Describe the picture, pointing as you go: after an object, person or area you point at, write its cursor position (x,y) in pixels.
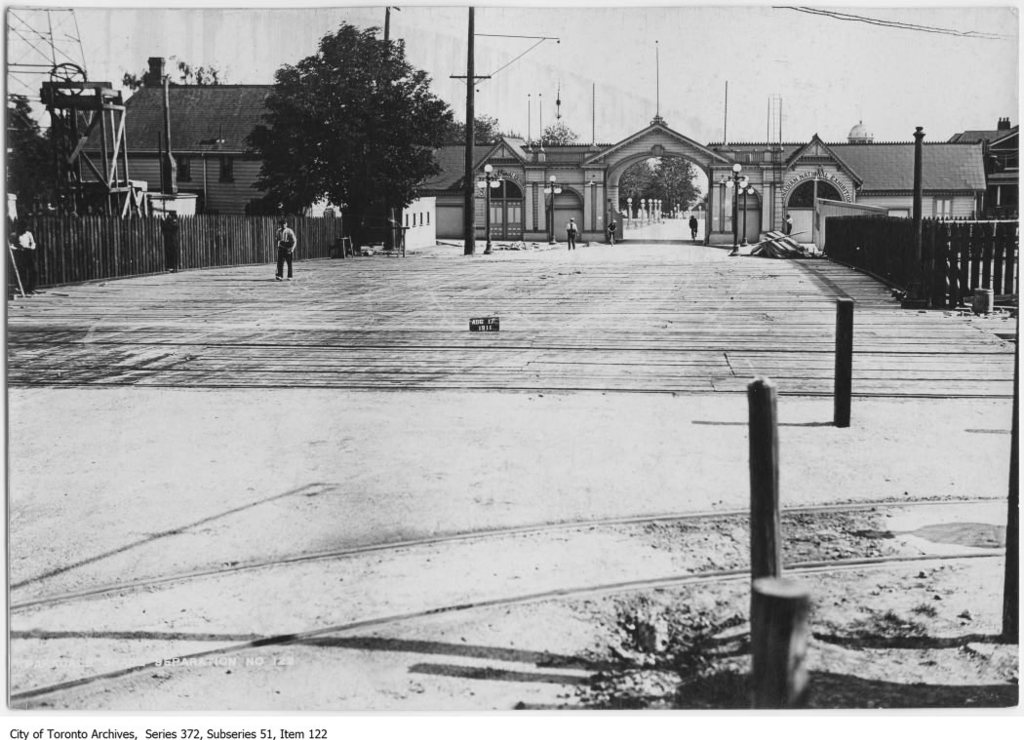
This is a black and white image. In this image we can see some houses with roof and windows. We can also see a fence (138,272), tower (54,210), trees (46,174), poles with wires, divider poles (766,450), some people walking on the road (564,433) and the sky (595,22) which looks cloudy. On the bottom of the image (160,657) we can see some text (81,735).
